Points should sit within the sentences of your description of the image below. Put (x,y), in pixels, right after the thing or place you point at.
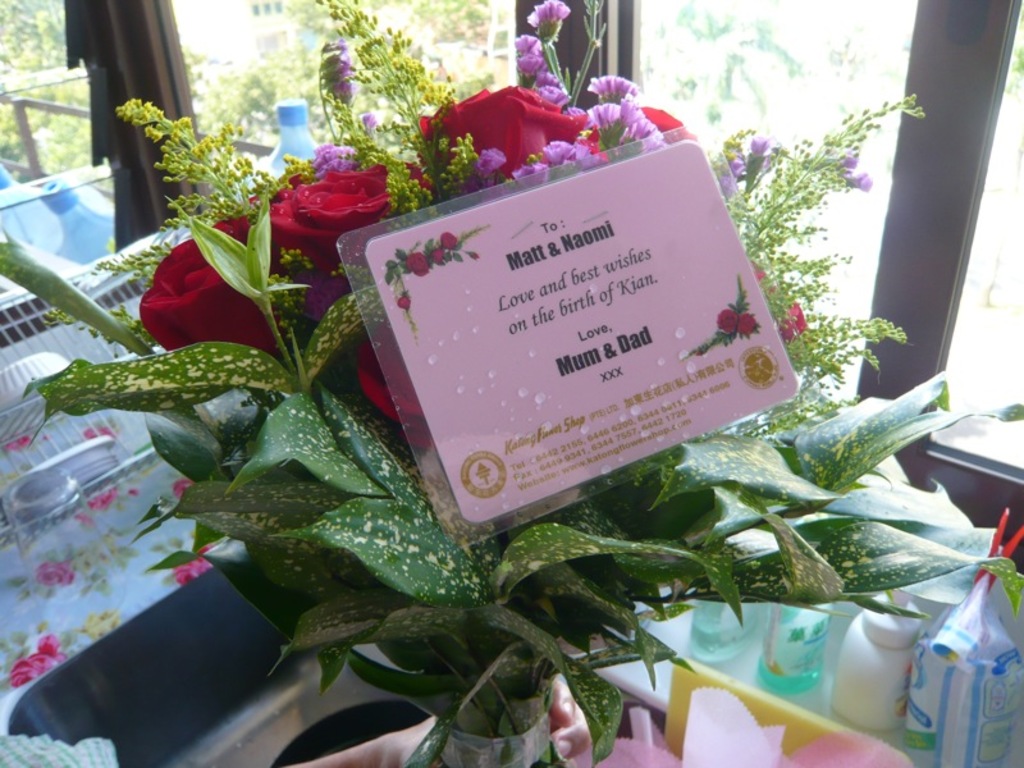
In the center of the image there is a flower vase (660,645). At the bottom of the image (762,613) there are many objects (83,446).
